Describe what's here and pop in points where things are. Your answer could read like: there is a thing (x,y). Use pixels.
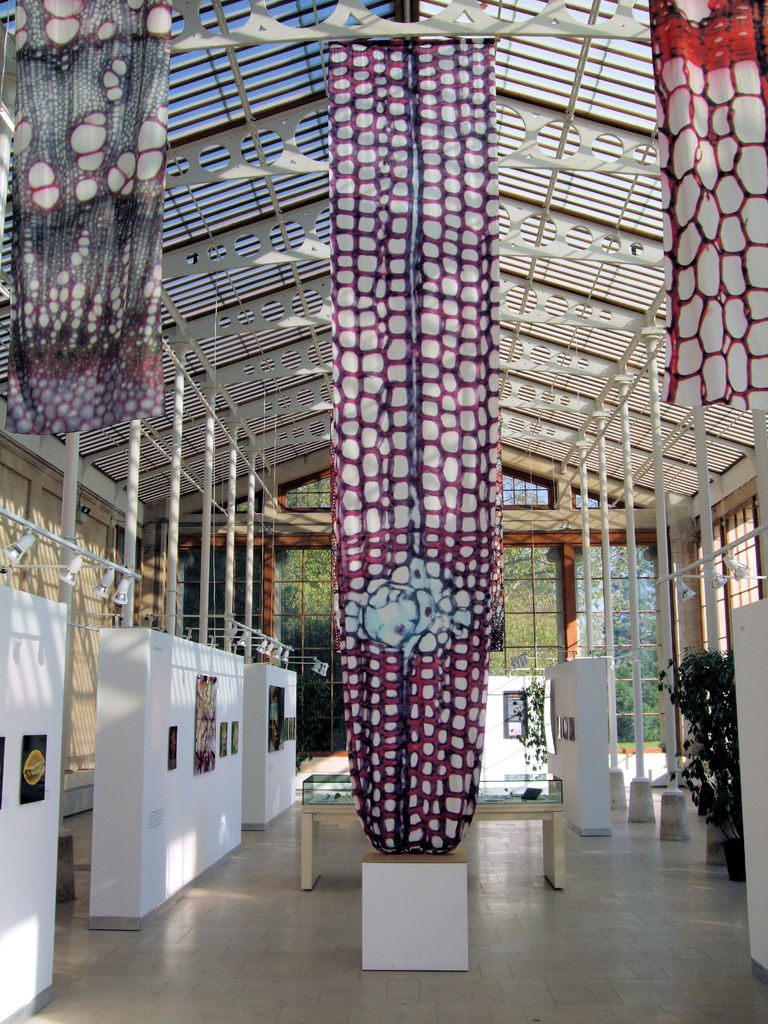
In this image I can see few colorful curtains (385,391). I can see a table (346,808), poles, lights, frames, trees (552,608), flower pot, glass windows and shed (550,212).
